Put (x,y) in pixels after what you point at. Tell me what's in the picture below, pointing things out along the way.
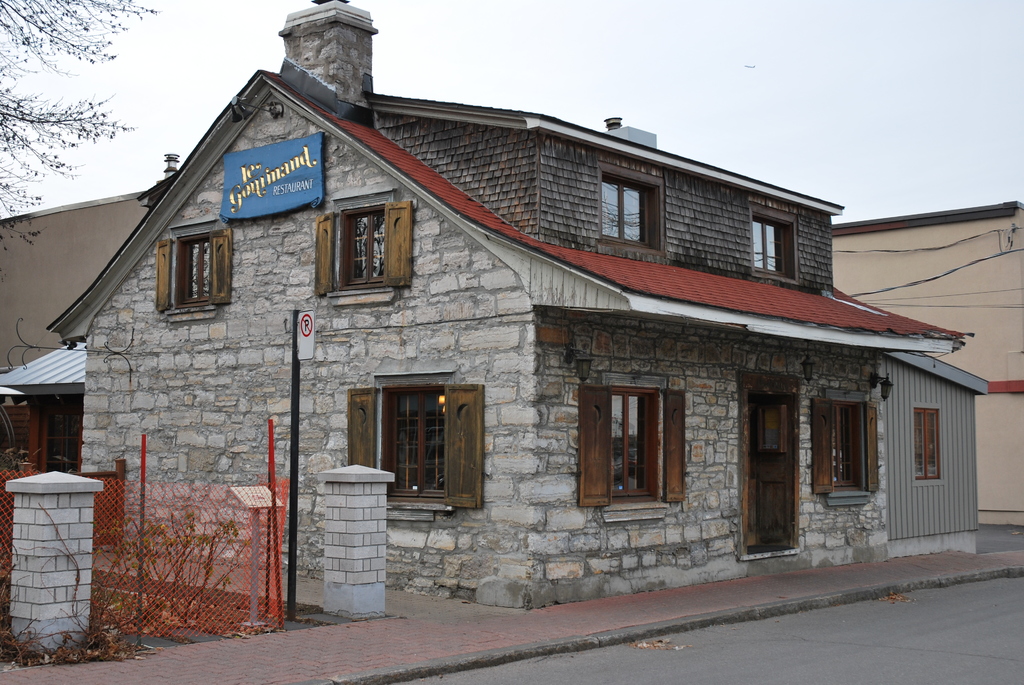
In this image we can see the houses (626,322), wires (959,241), plants (109,595), pillars (26,502), poles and also a tree (35,150). We can also see the path (433,636), road (969,631) and also the sky (625,74).
